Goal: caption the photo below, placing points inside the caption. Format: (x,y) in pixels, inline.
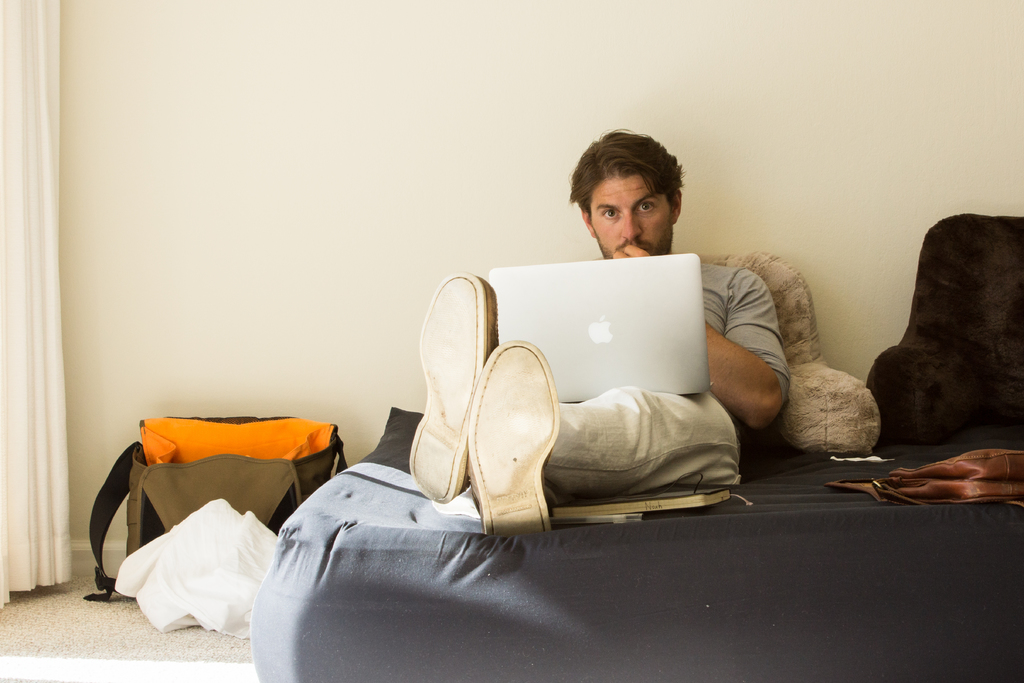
In this image a person (613,448) is sitting a bed (405,607). He is having a laptop (649,375) on his lap (646,423). Left side (164,557) there is a bag (239,506) and a cloth (191,553) are on the floor (88,619). Beside there is a curtain (58,171). Background (83,288) there is a wall (699,85).
